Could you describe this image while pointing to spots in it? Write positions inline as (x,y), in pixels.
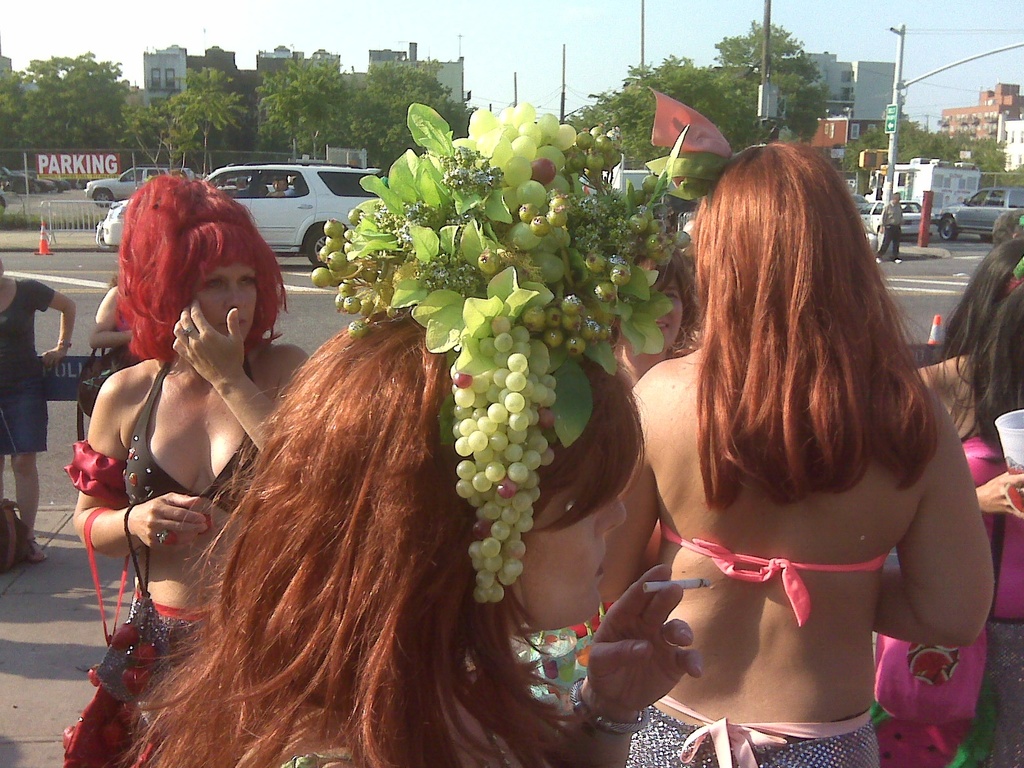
This picture is taken outside the city. Here, we see many women (776,506) standing on road (90,255). We see grapes (498,348) on head (413,429) of the woman (398,434) who is wearing green dress (309,760) and behind them, we see vehicles (302,237) moving on the road (44,276) and beside that, we see a board (40,162) on which "Parking" is written and behind that, we see many buildings (839,76) and trees (811,104).
